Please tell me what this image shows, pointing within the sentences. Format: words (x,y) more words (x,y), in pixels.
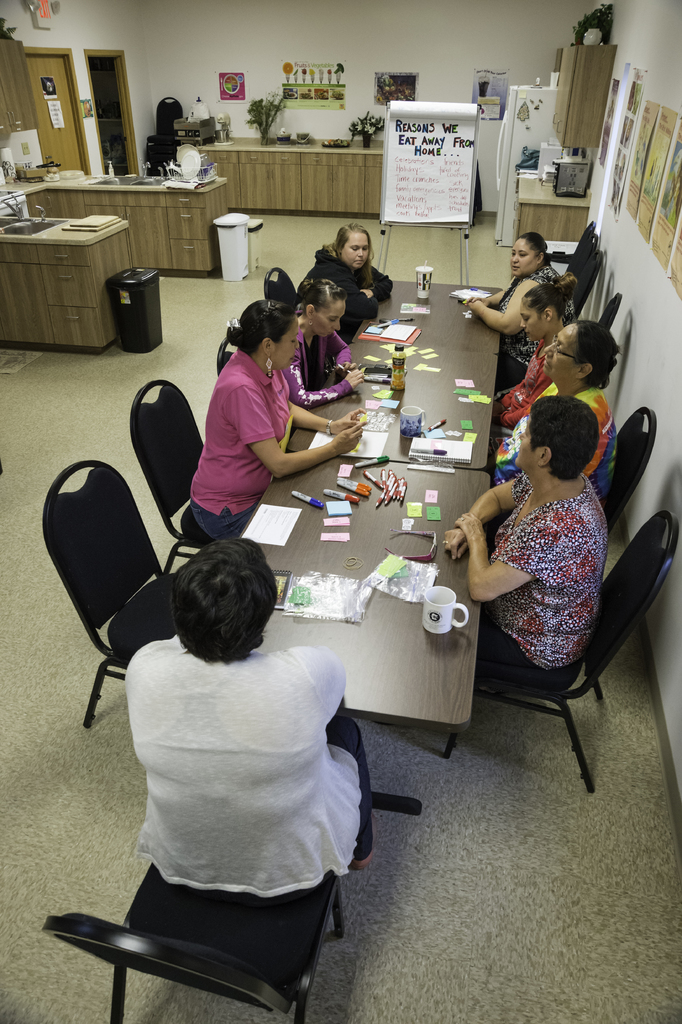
In this picture we can see few women (282,327) sitting on the chairs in front of a table (382,603) and on the table (458,645) we can see mugs (430,607), bottle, papers (296,515), markers (303,497) and on the background (310,45) we can see a wall (262,24) and a desks (188,232). These are trash bins (247,246) in black and white colour. This is a floor (84,808). This is a whiteboard (453,170). These are photo frames (647,164) over the wall (598,140). This is a fridge (497,166).
